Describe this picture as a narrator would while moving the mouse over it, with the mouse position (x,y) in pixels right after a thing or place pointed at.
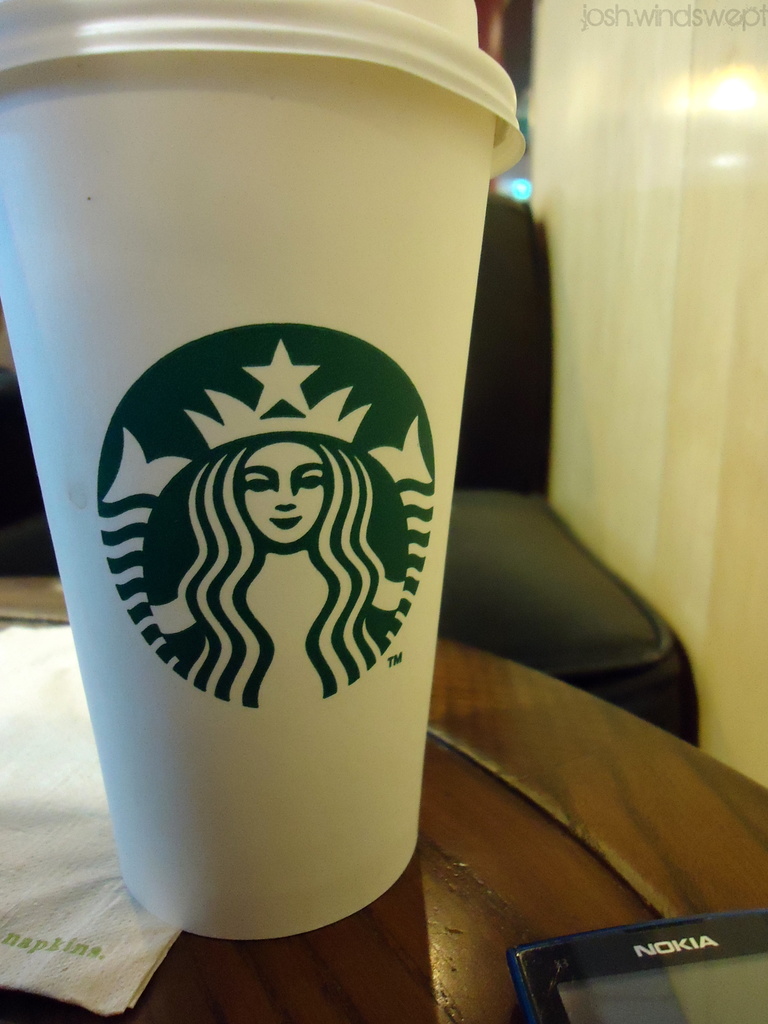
We can see cup (328,882), phone (702,992) on the table (441,917).
